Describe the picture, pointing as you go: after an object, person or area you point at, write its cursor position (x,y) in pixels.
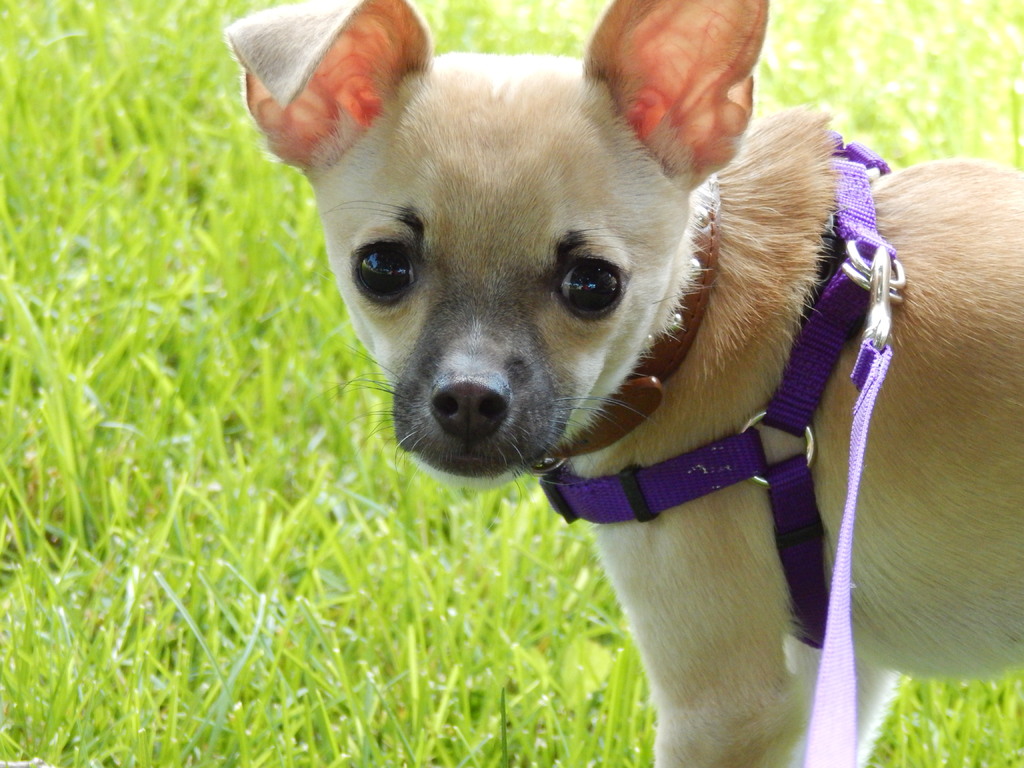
In front of the picture, we see a puppy (617,214) and we even see a purple color belt (643,504) around its neck (678,393). At the bottom of the picture (305,579), we see the grass (302,605) and it is blurred in the background (761,71). It is a sunny day.
